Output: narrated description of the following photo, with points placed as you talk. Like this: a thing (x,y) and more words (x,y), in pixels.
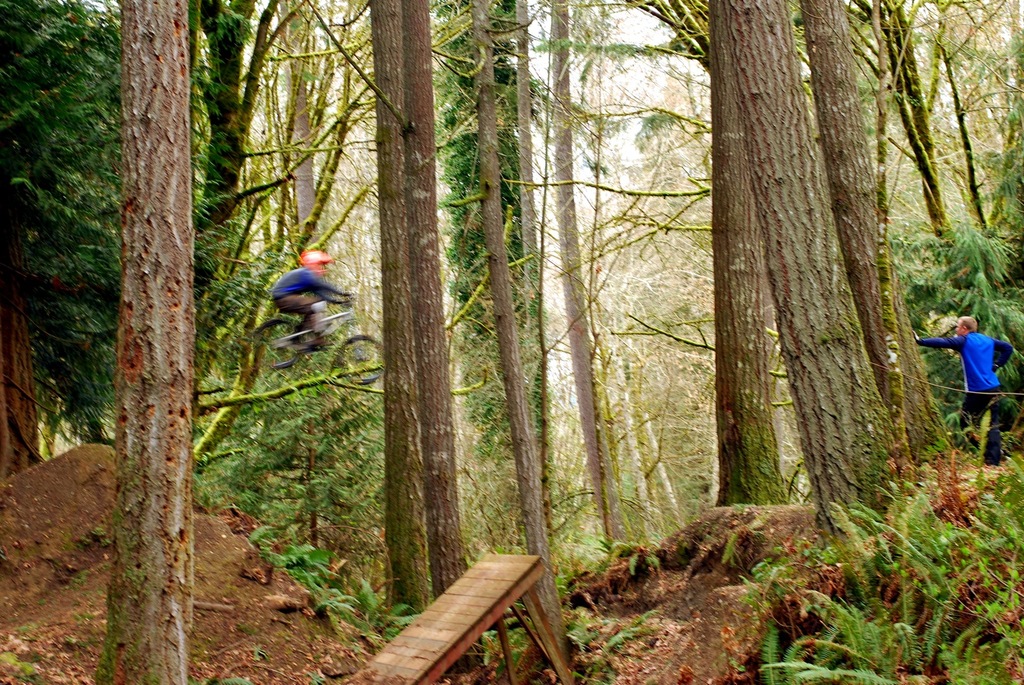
In this image, we can see some trees (686,341). There is a person (313,290) in the middle of the image (368,376) riding a bicycle (309,349). There is a wood (471,575) at the bottom of the image (546,633). There is a person (964,352) on the right side of the image (962,345) standing and wearing clothes (993,384).
